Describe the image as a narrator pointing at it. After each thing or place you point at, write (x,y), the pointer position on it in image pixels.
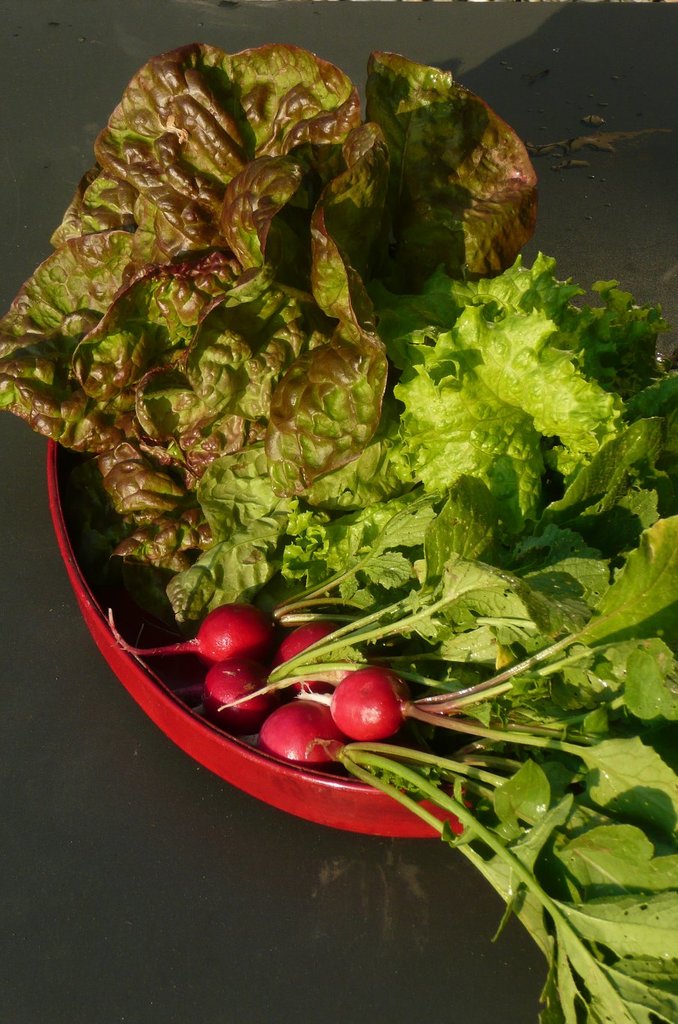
In this image we can see a bowl (303,783). Inside the bowl (311,779) we can see radishes (249,649) and few leafy vegetables (344,491).
